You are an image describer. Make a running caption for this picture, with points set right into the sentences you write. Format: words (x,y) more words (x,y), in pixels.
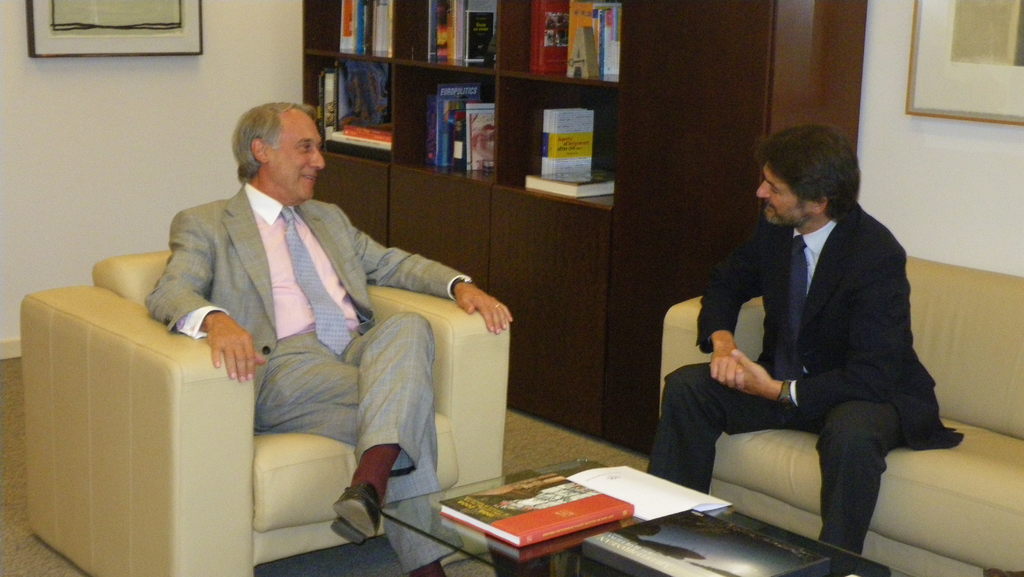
In this image, we can see two peoples (344,352) in suit (838,329) they sat on the chair (286,452) and sofa (747,447). There is a table (537,562) at the bottom (630,503), few items (635,514) are placed on it. At back (659,193) side, we can see bookshelf (665,174). Right side (957,80) and left side (97,31), we can see some photo frames (142,30) and walls (177,126).
